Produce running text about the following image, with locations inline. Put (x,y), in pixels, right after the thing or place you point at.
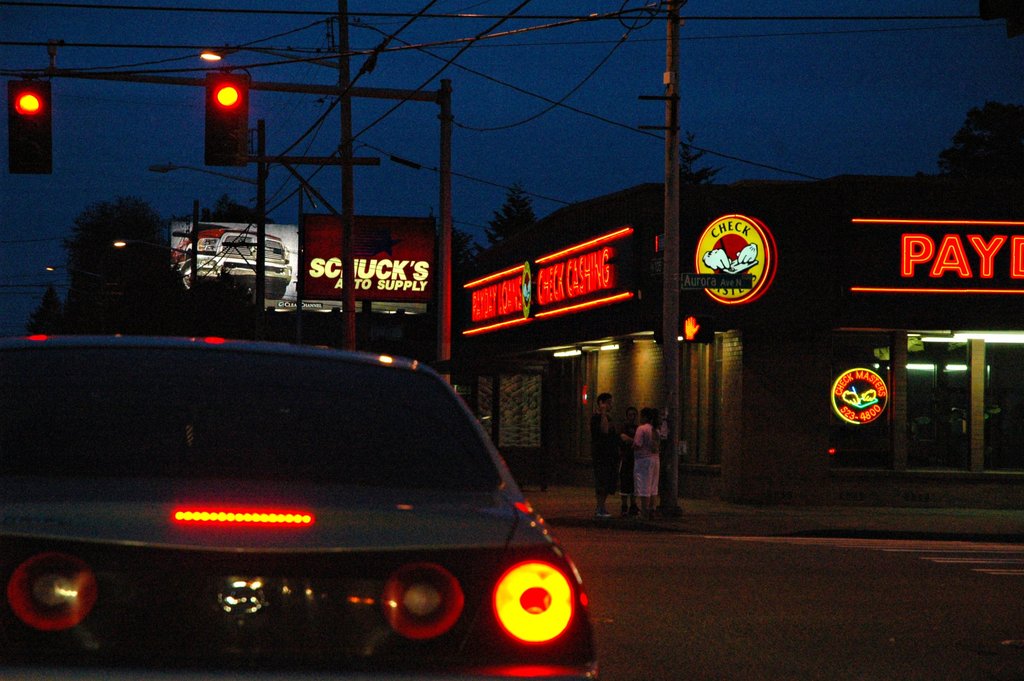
This image is taken outdoors. On the left side of the image (220,563) a car (287,568) is moving on the road (961,612). On the right side of the image (788,585) there is a road (723,601) and there is a room (780,340) with walls (791,395) and doors (925,420) and there are many boards (850,386) with text (553,300) on them. In the middle of the image (671,240) there are a few poles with street lights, signal lights (237,112) and wires (425,11). In the background (154,276) there are a few trees (102,258). At the top of the image (64,191) there is a sky (486,218).
